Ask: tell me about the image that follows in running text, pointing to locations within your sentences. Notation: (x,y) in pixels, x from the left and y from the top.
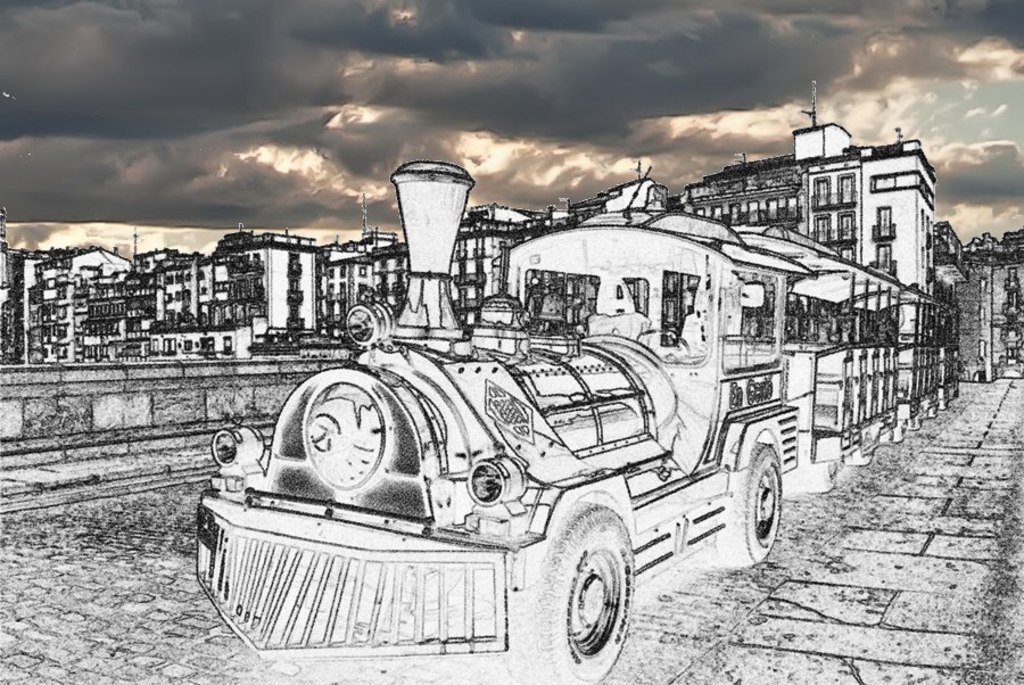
This is an edited image. In front of the picture, we see the train (763,331). At the bottom (767,594), we see the pavement (879,600). There are buildings (949,257) and poles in the background (959,269). At the top (531,103), we see the sky (712,85).
